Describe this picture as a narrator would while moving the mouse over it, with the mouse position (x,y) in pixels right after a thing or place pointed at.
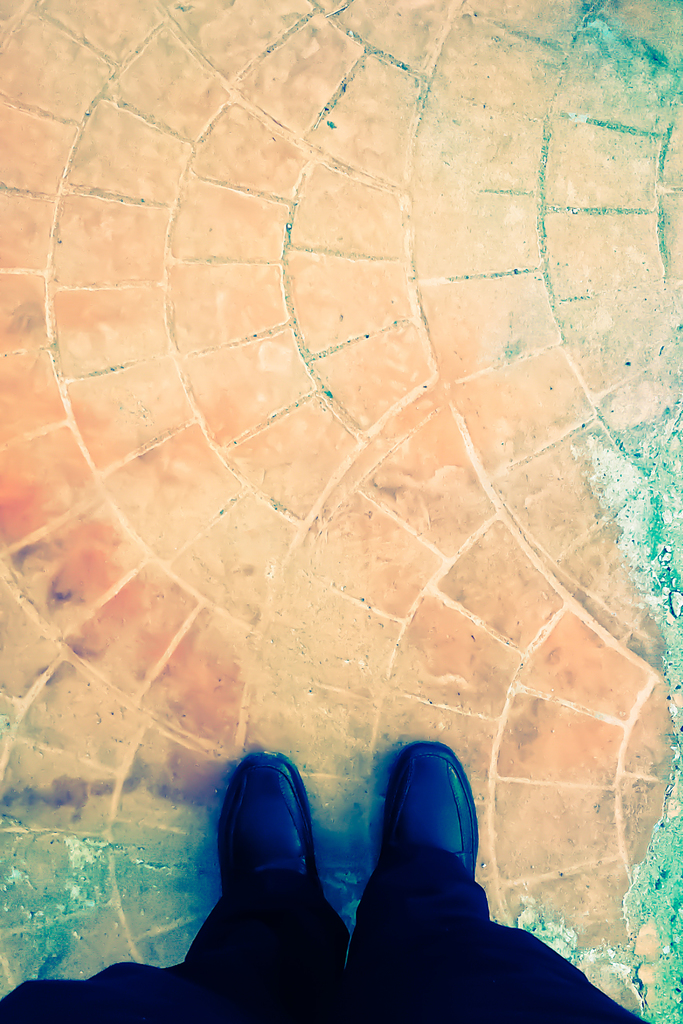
In the image there is a person (397,916) standing in the front (431,863) on the land (288,96), he is wearing black pants (472,947) and black shoe (400,832).
